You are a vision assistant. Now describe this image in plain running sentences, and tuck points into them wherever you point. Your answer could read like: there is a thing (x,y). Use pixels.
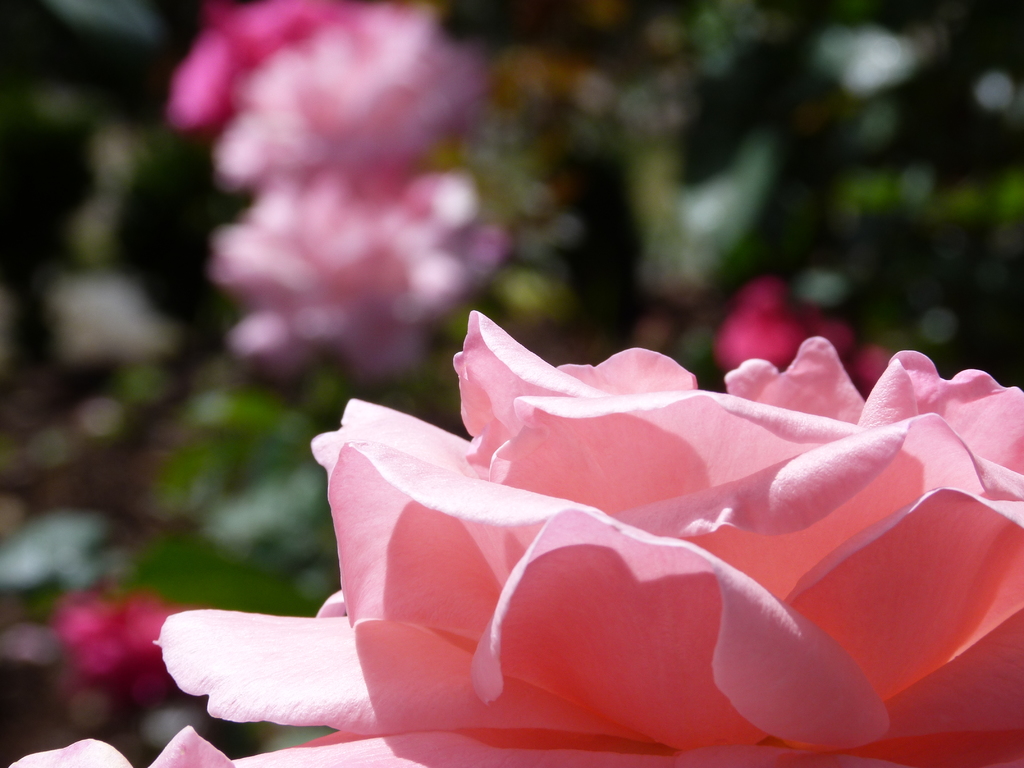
In the foreground of the image (383,466) there is a flower (481,724). The background of the image (242,110) is blurred. we can see flowers (301,129).
